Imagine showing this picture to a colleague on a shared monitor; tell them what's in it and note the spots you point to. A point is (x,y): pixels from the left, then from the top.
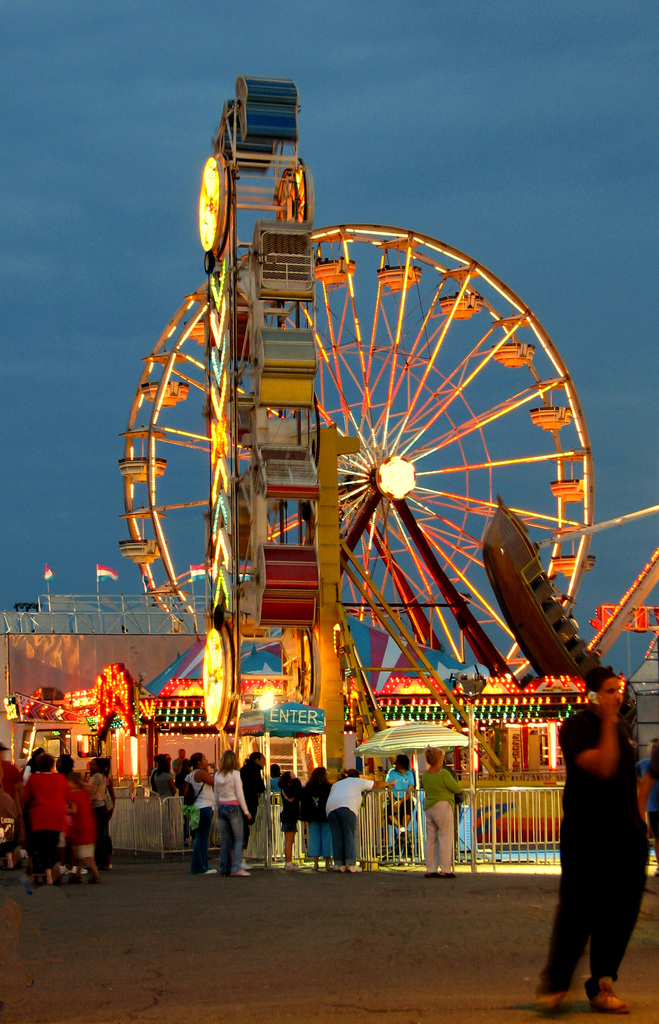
This image consists of a giant wheel (455,584). It looks like a circus (103,718). And there are many people (429,837) in this image. At the bottom (202,990), there is ground (216,937). In the background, we can see some flags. At the top (366,103), there is sky (315,173).
